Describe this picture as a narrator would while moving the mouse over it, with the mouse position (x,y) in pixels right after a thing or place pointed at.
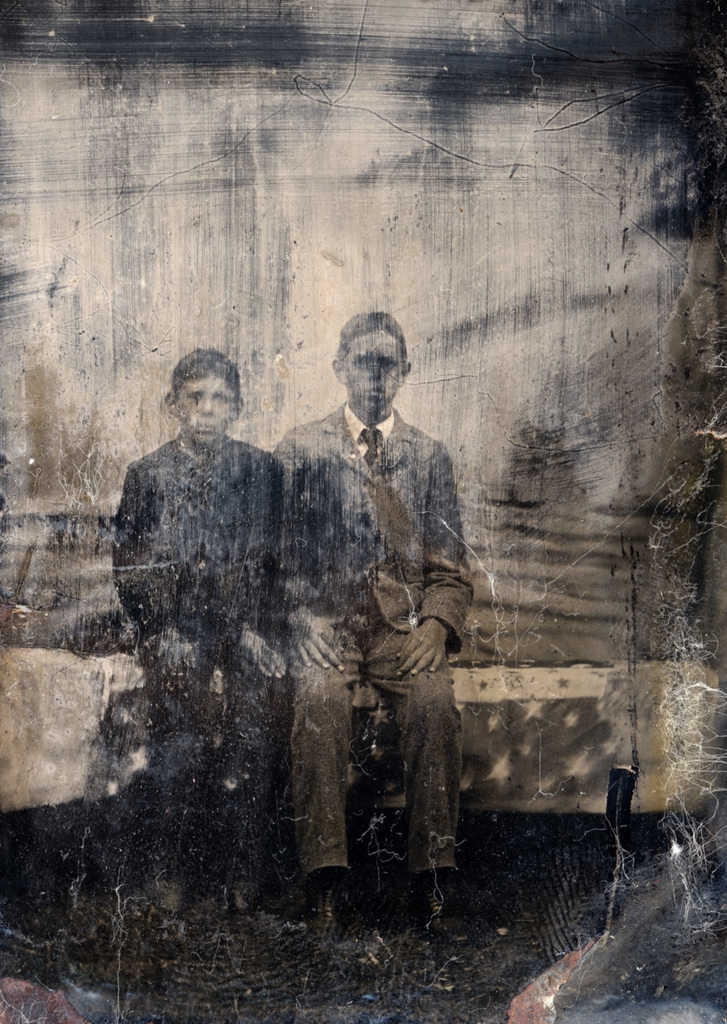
In this image we can see a photo (371,302) of two persons (224,587) sitting on some object (361,695).
